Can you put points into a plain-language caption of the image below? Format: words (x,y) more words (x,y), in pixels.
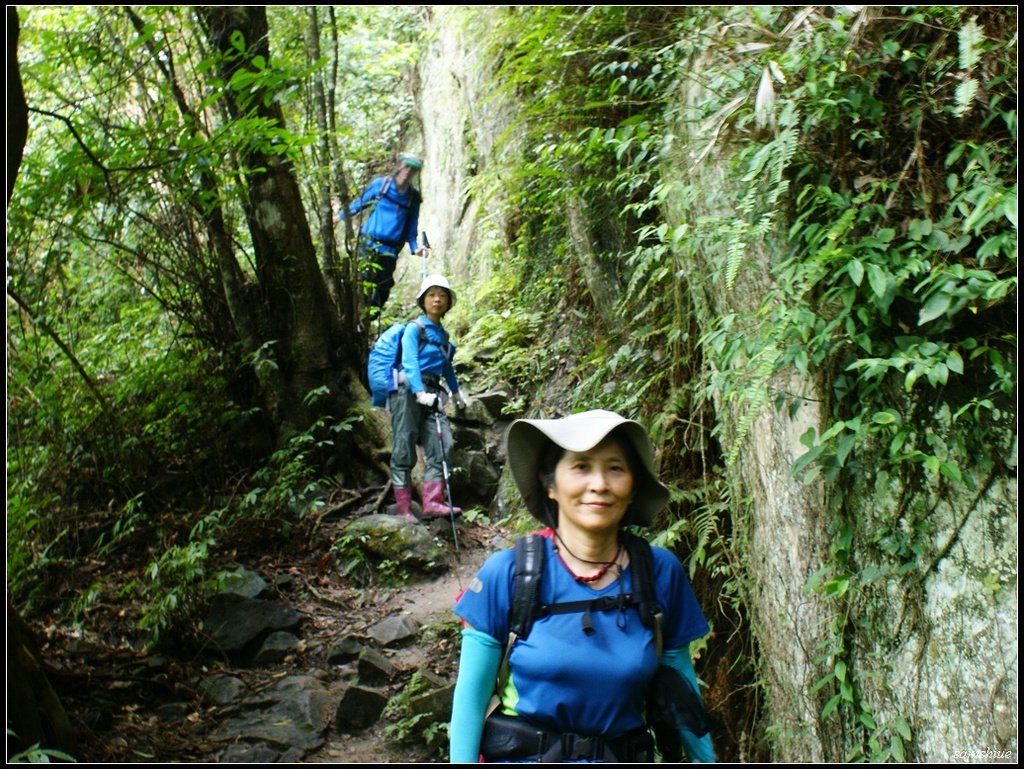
In this image three people (422,344) are standing. They are wearing caps (648,491). Middle of the image (406,351) there is a person (423,380) holding a stick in his hand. He is carrying a bag (389,365). He is standing on the rocks (409,526). Right side (977,595) there are rocks (1012,592) having few creeper plants (821,263). Bottom of the image (163,639) there are few rocks (292,690) on the land (393,652) having plants (232,497) and trees (209,176).
